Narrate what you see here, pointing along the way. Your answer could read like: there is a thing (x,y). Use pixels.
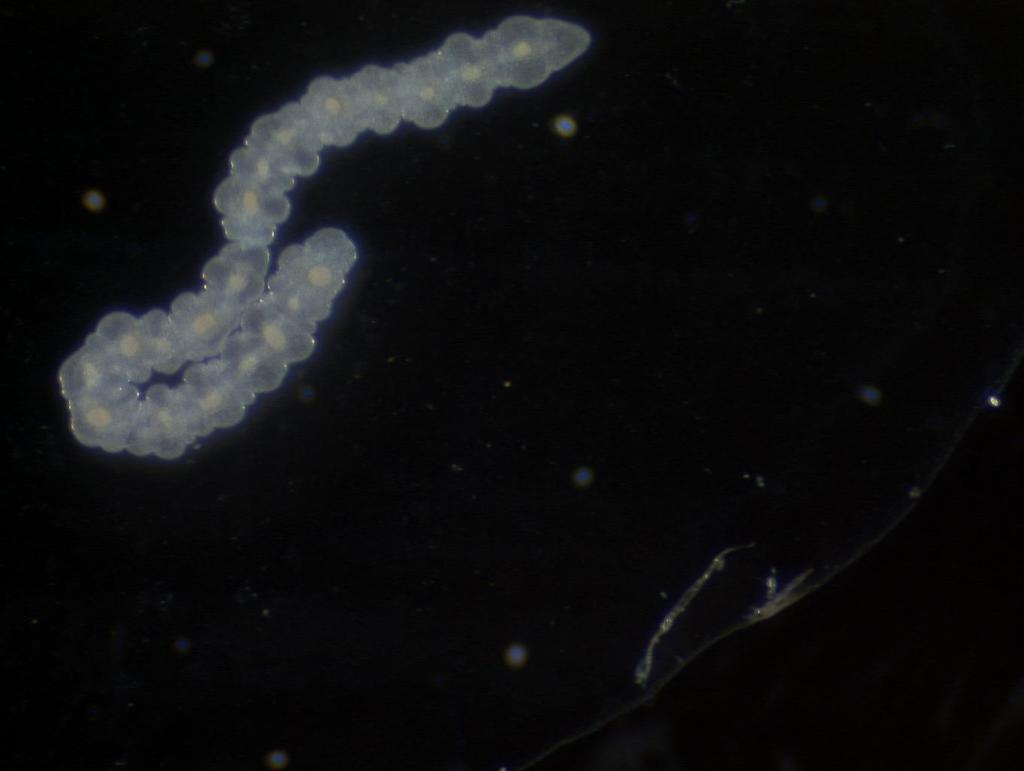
This image is consists of marine biology (178,356).
